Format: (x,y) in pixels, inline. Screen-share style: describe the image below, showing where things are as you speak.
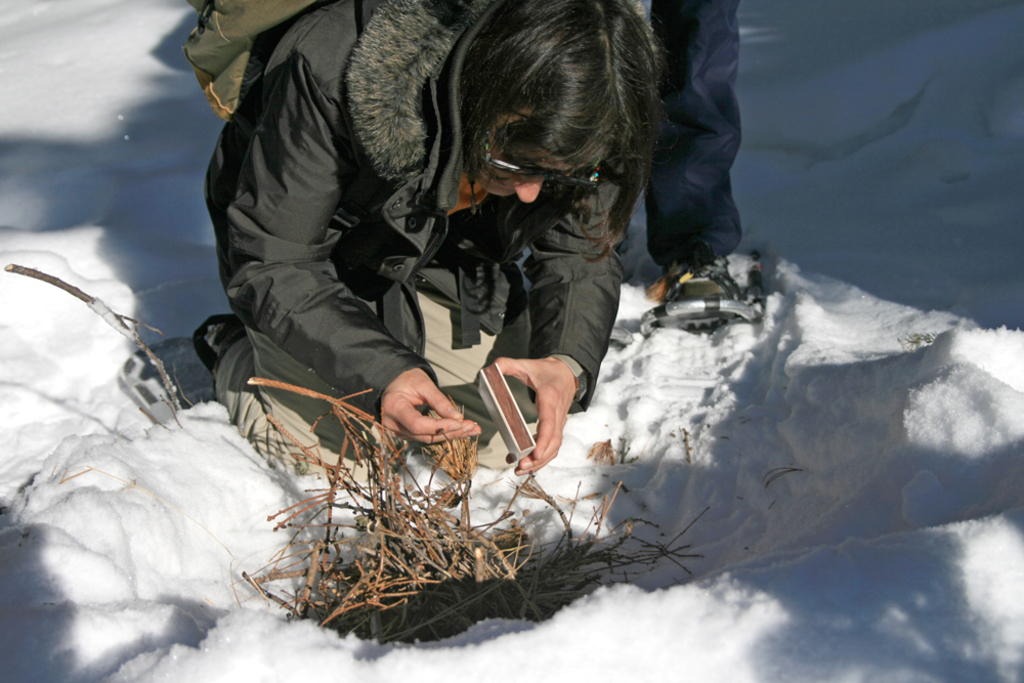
Here a woman (349,308) is trying to light the fire (502,575), she wore coat (321,211). This is the snow (500,504).
